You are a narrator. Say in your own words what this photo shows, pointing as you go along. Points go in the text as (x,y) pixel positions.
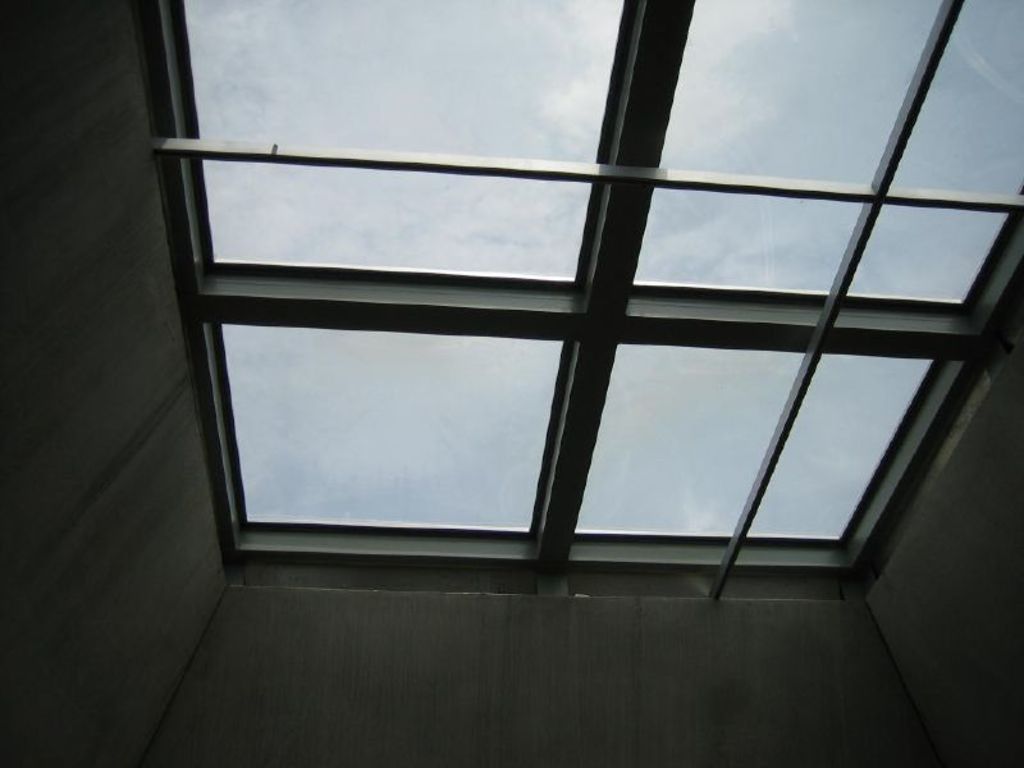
In this image we can see a window (670,436) on roof (235,579) of a building (837,593). in the background (737,95), we can see the sky (775,259).
